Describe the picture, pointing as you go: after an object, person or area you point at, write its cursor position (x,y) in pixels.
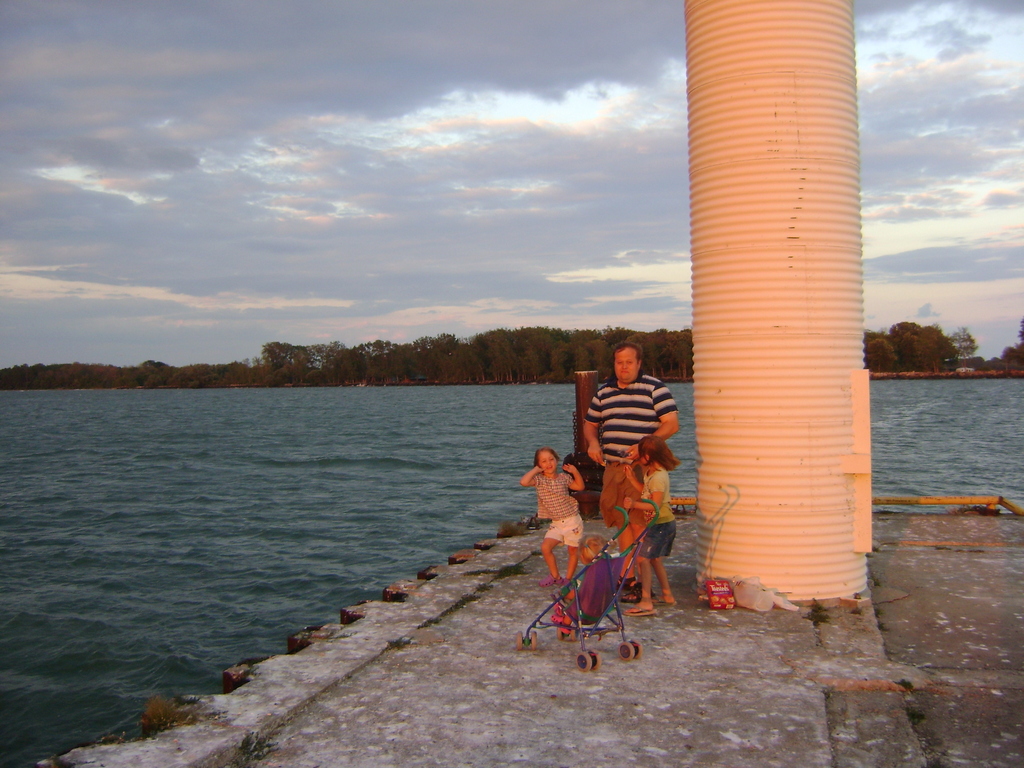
In this image we can see a man (606,462) and two girls (664,516) are standing on the platform (581,712). We can see a child (560,615) in the stroller (595,598). There is a pole (797,391) on the right side of the image (840,573). We can see trees (427,350) and the sea (356,478) in the background (334,482). At the top of the image (500,109), we can see the sky (415,133) with clouds (252,185).
